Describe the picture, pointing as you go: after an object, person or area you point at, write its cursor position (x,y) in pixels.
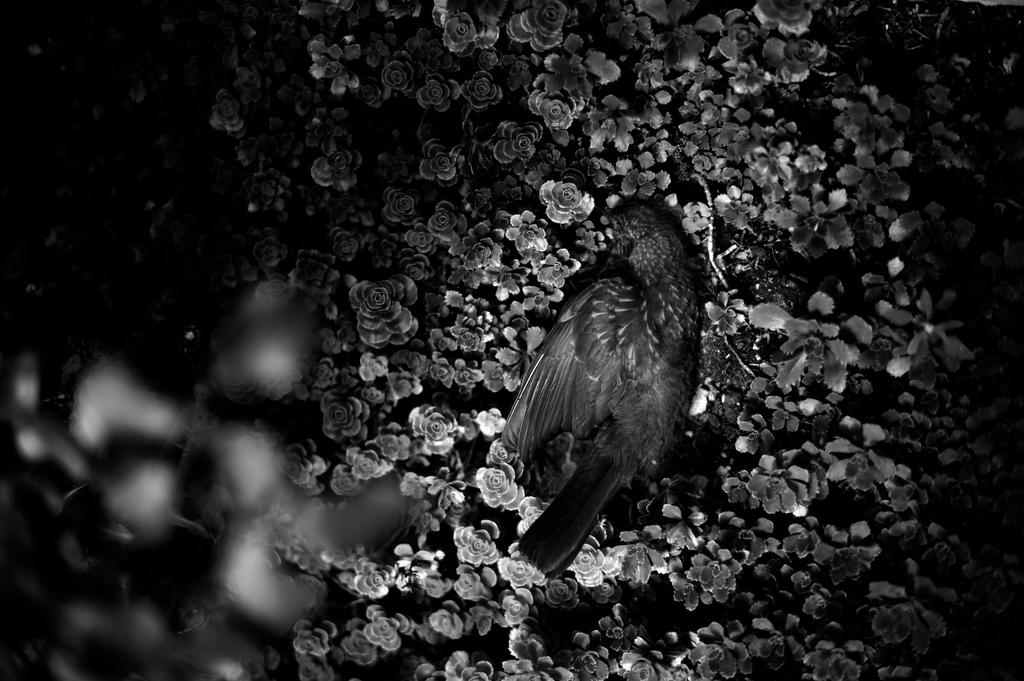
This is a black and white image. In this image we can see a bird (554,543). We can also see a group of plants (690,228) around it.
